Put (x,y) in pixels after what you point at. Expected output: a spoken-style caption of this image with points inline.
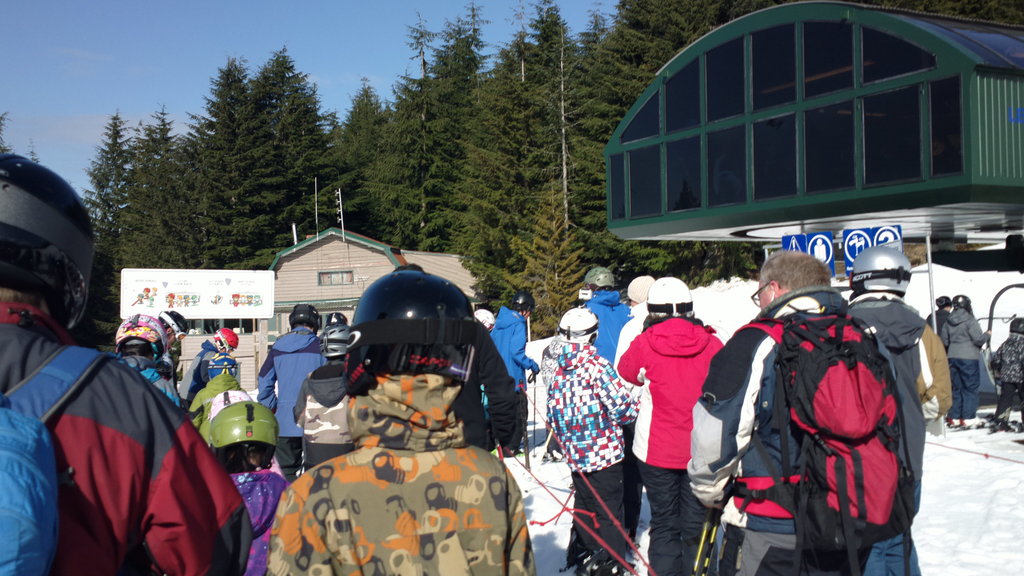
In this image I see number of people (308,380) who are on the snow (989,389) and in the background (1005,57) I see few buildings (284,282), trees (280,207) and the sky (4,34).
